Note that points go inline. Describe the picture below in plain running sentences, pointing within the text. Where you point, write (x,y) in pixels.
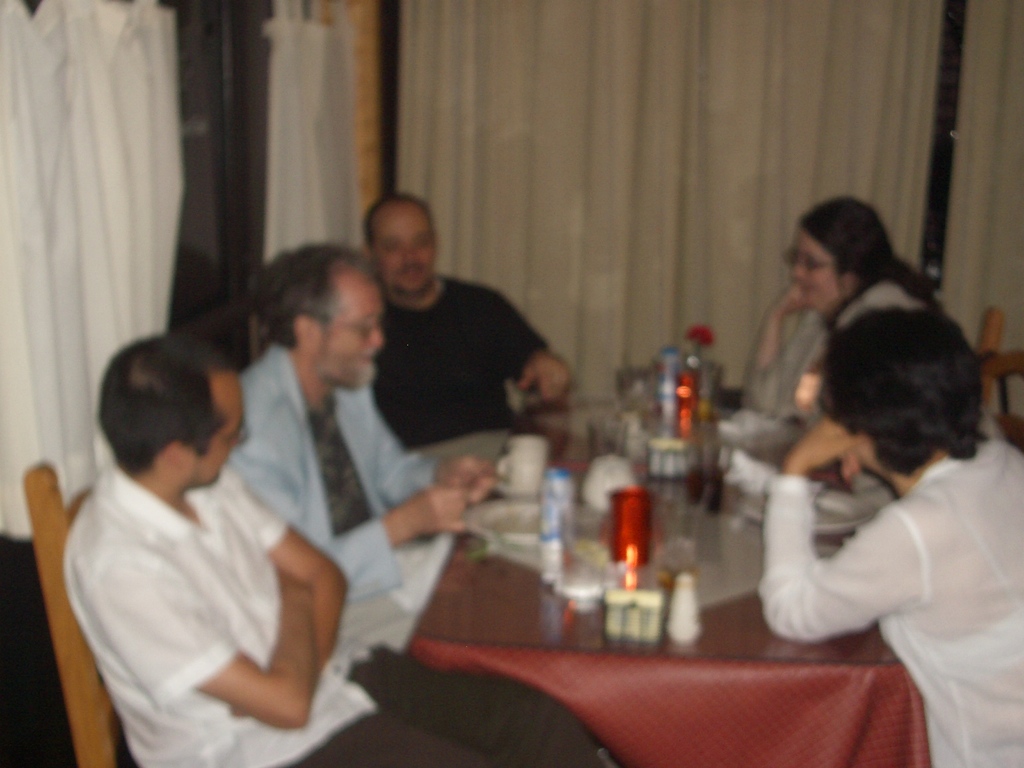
In this picture we can see a group of people (329,523) sitting on chairs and in front of them there is table (657,564) and on table (716,563) we can see tins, bottles (554,504), cup (524,465), teapot (612,474), plate (528,511) and in background (17,73) we can see curtains (420,138).
